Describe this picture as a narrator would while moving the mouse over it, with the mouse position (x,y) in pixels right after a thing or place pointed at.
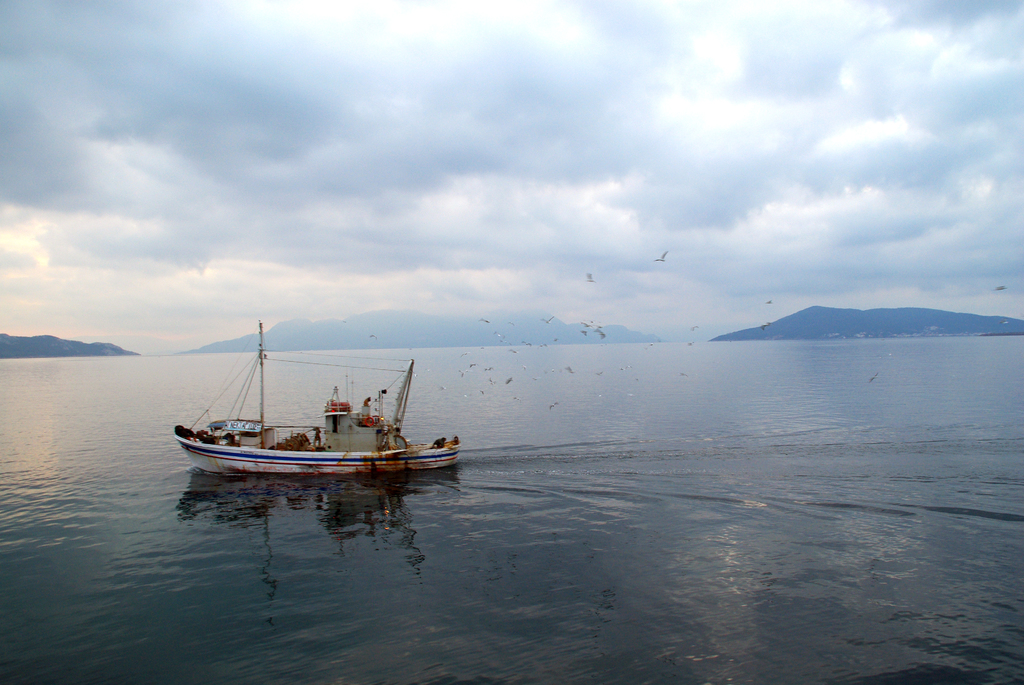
We can see ship (207,449) above the water (365,389) and we can see birds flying in the air (100,311). Background (522,328) we can see hills (293,348) and sky (100,311) with clouds (654,308).
